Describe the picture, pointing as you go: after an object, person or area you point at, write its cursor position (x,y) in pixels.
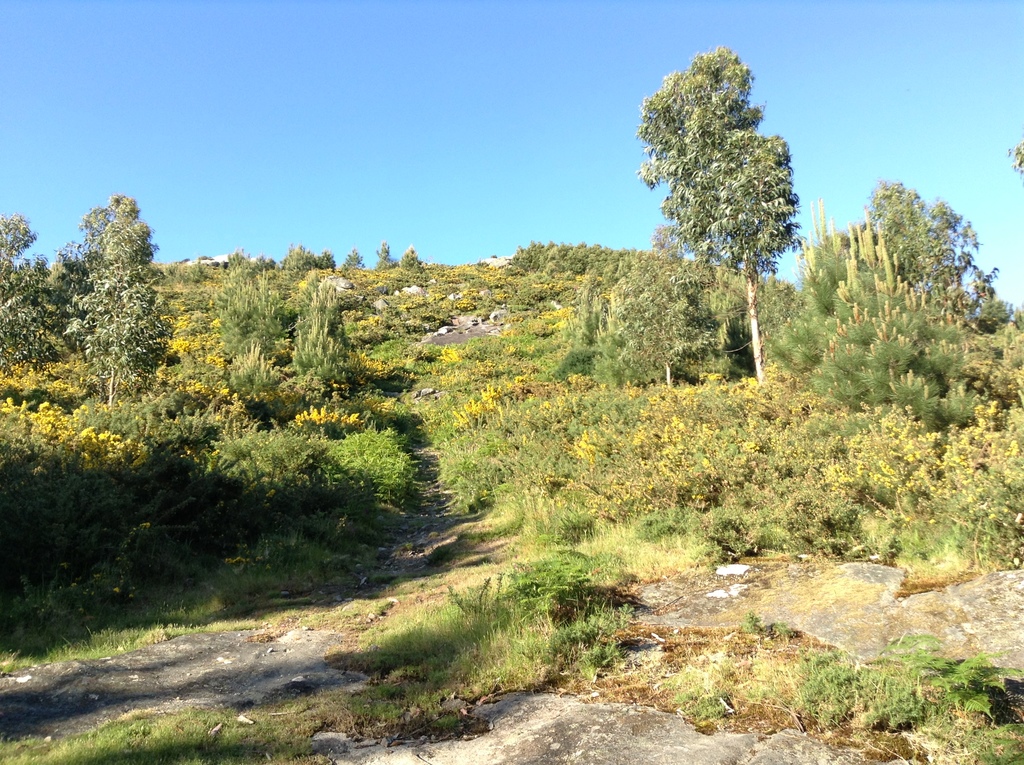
In this image, we can see the ground (453,672). We can see some grass (497,536), plants (466,423) and trees (729,148). We can also see some rocks (468,336) and the sky (521,28).
